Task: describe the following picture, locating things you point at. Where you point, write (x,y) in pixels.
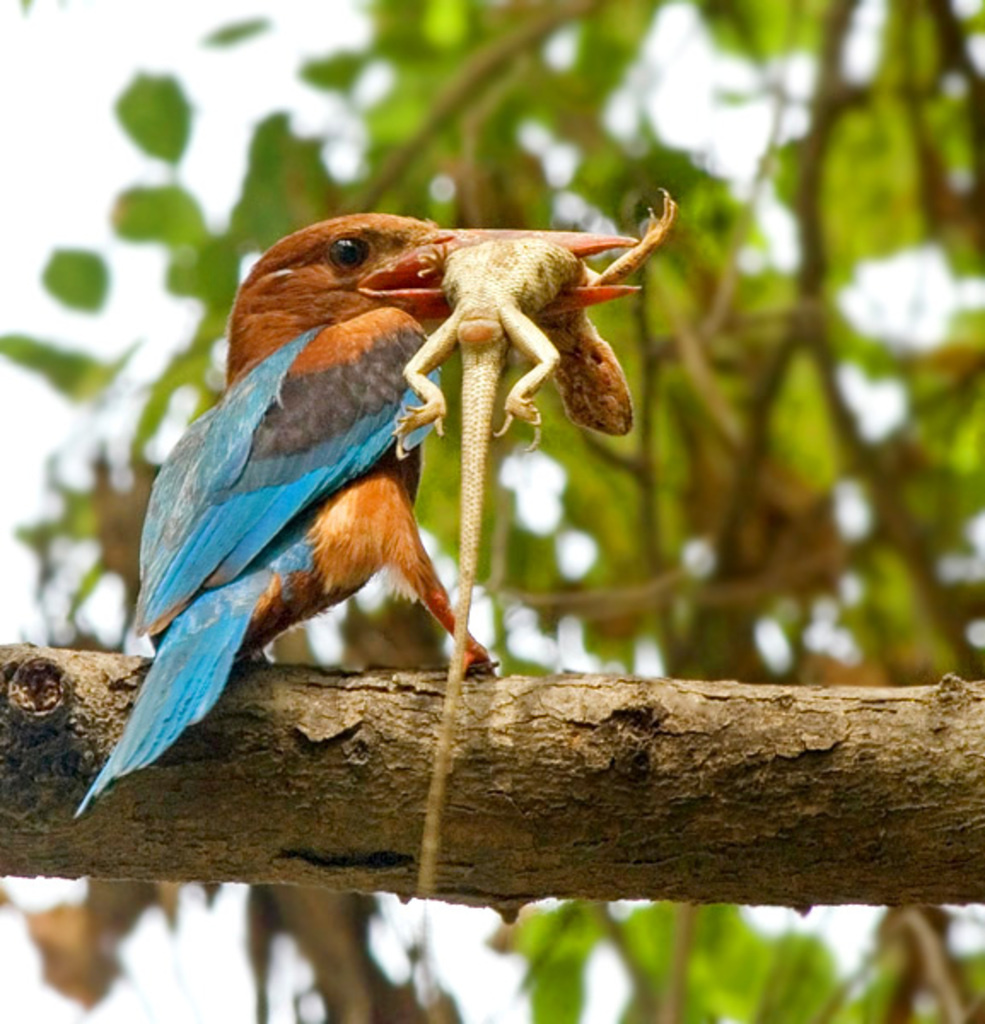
In this image we can see a bird (343,229) holding a lizard (575,260) with its mouth (457,233). In the background (892,389) we can see branches (722,295), leaves (449,205), and sky (130,48).
